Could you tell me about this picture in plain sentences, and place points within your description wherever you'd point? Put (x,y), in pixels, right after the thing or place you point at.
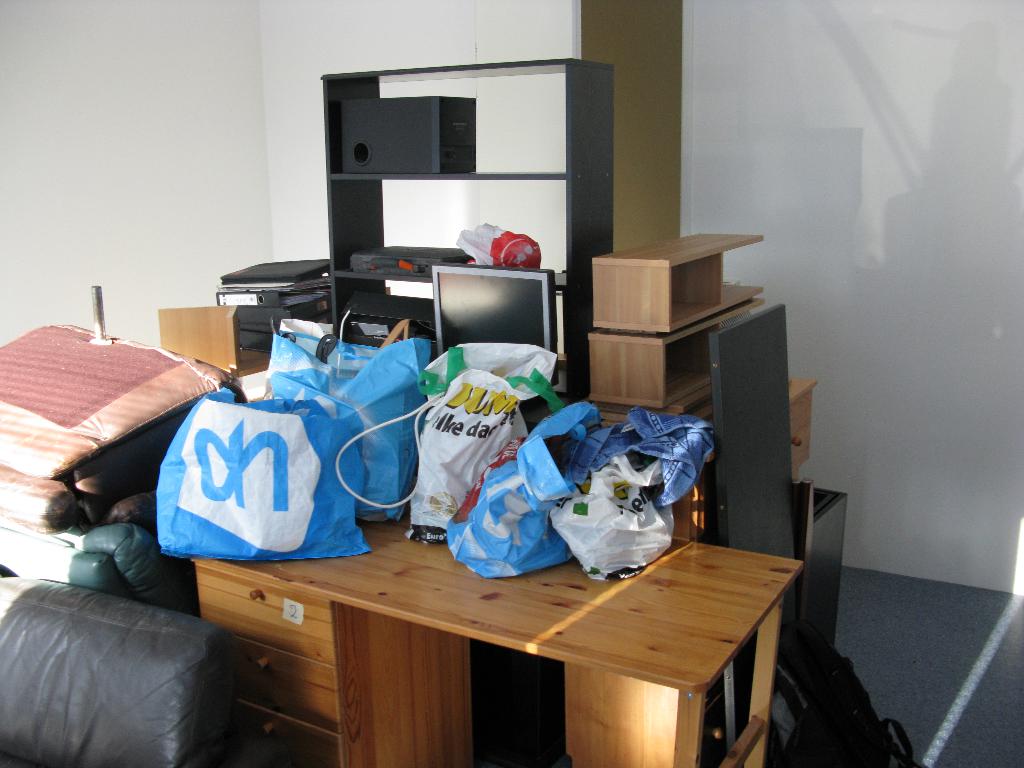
This is the picture inside the room (494,584). There are bags (428,441), computers (459,316), speakers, covers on the table (420,605).
